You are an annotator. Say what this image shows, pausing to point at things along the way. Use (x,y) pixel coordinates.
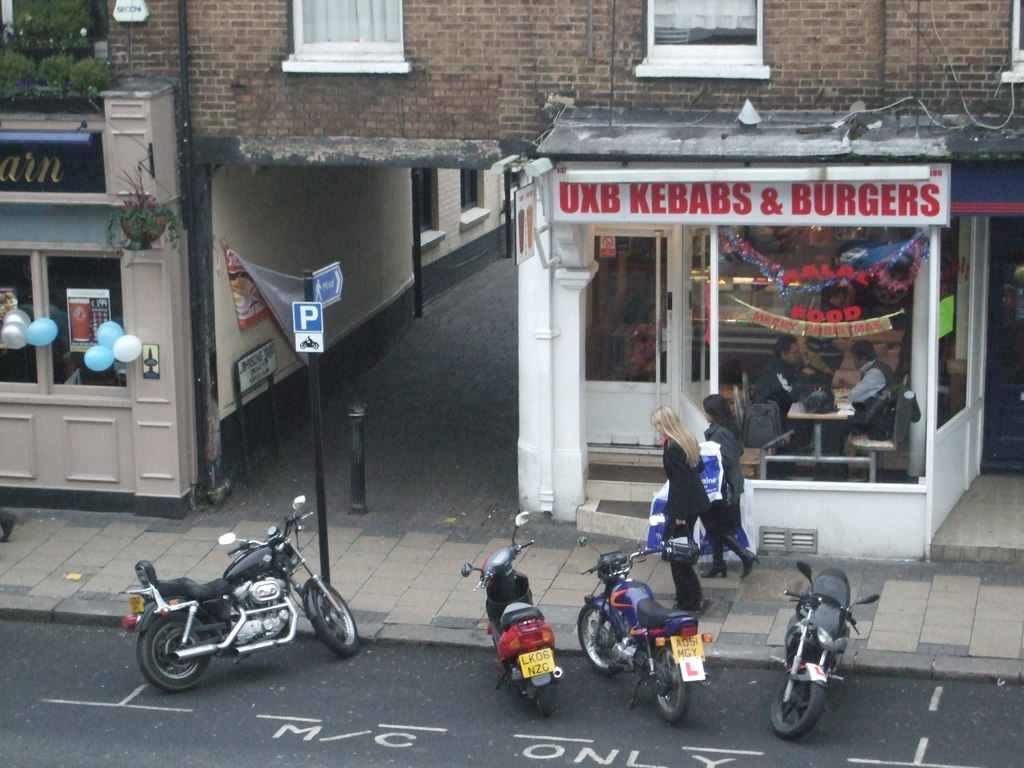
In this image there is a building (399,245) and stalls (78,400) and there are a few people (793,396) sitting in the stall (800,417), two women's (731,531) walking with their luggage (682,543) on the pavement (646,559) and there are few bikes (234,608) and poles (324,558) on the road (331,690), there are few plants (88,90) in the balcony (94,101) of a building (366,87).
